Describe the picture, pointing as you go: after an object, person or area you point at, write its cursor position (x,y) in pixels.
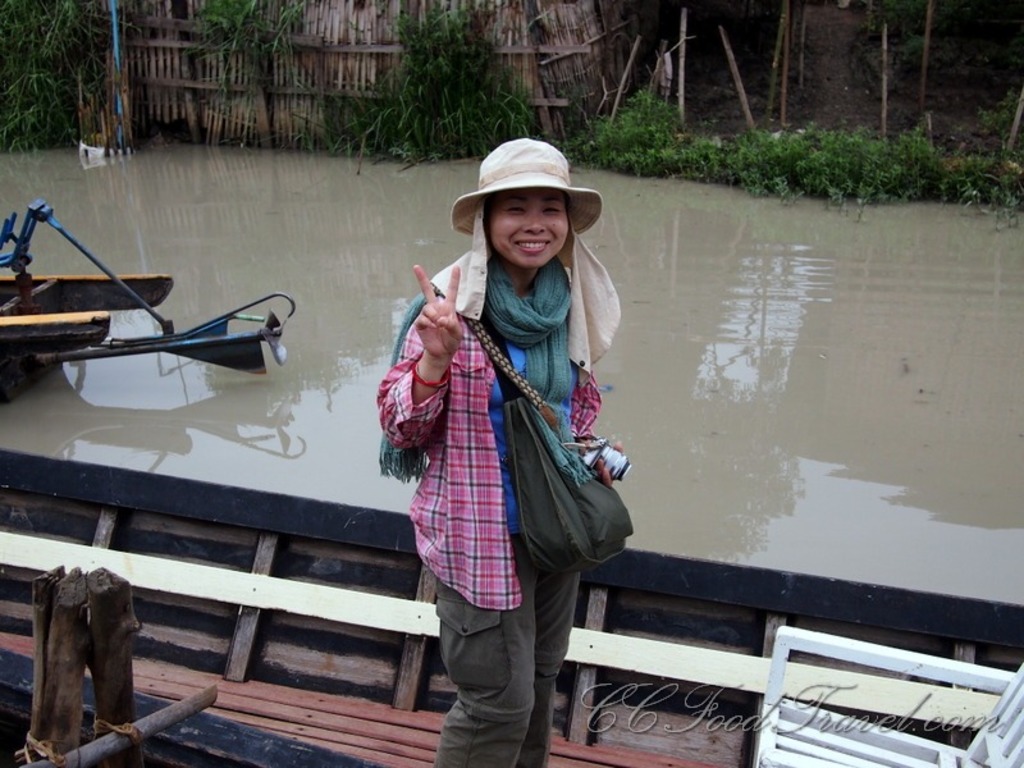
In this image we can see a woman (429,395) holding a camera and posing for a photo and she is standing on a boat (10,517) and to the side we can see a boat (277,356). There are some plants (948,194) and grass (466,104) on the ground (866,89) and there is a fence (193,64).
